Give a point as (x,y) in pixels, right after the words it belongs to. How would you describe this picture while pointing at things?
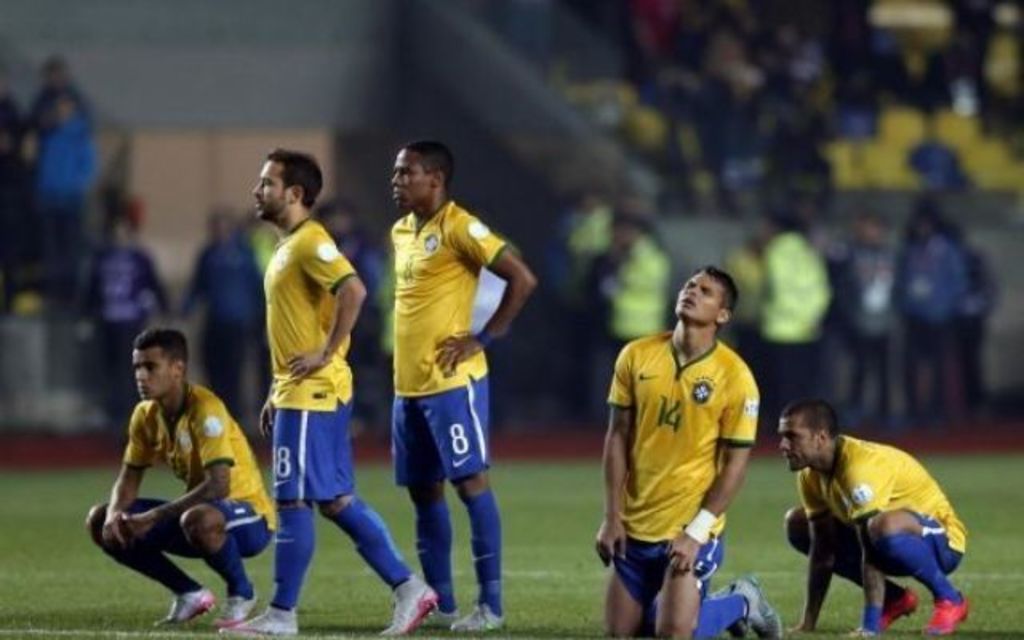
In this image in the front (353,301) there are persons (421,372) standing. In the center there is grass (534,498) on the ground (532,483). In the background (141,214) there are persons (75,221) and it seems to be blurry. In the front (888,533) there are persons (902,509) squatting and there is a person (702,489) kneeling on the ground (175,633).
